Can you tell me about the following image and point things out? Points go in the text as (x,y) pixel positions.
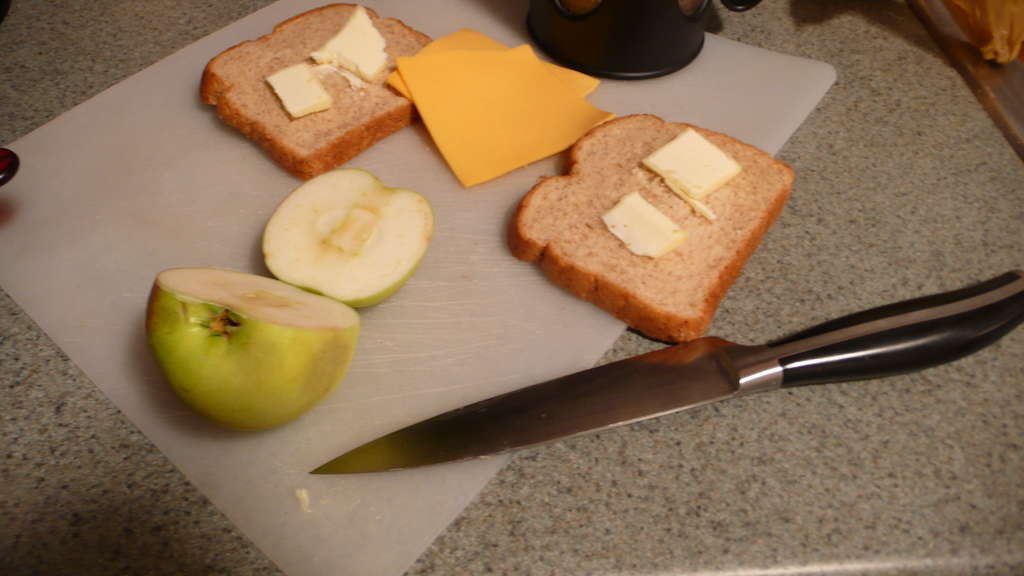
There is a knife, bread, an apple (393,228) and other objects (485,126) in the image.
